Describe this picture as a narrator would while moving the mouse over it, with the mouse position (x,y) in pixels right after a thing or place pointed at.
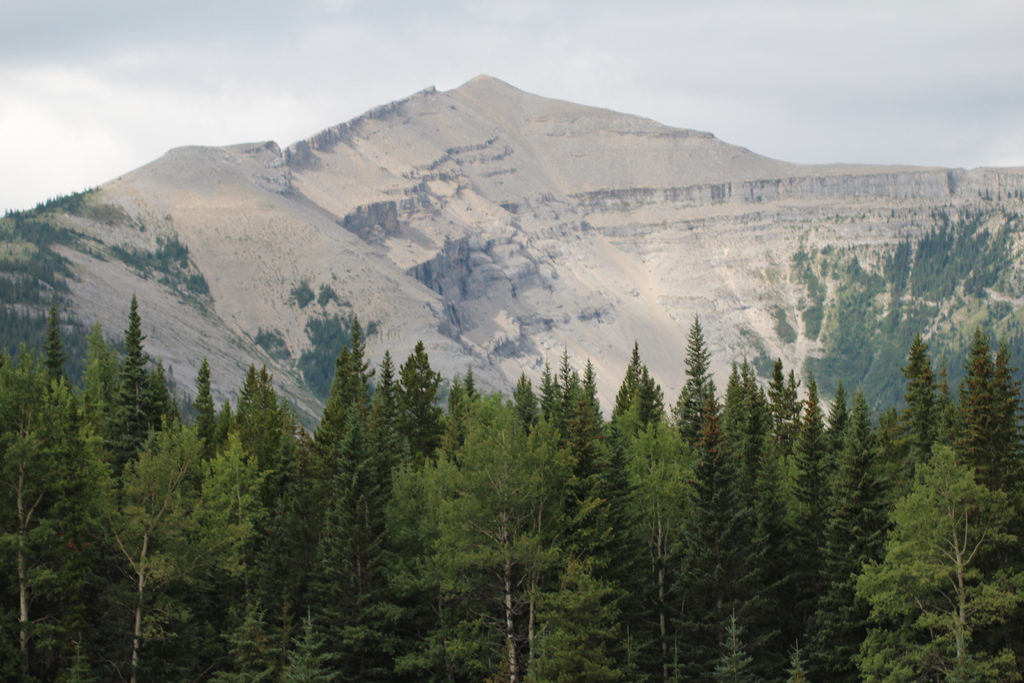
In the picture there is a thicket (336,509) and behind the thicket (286,424) there is a mountain (598,182).
